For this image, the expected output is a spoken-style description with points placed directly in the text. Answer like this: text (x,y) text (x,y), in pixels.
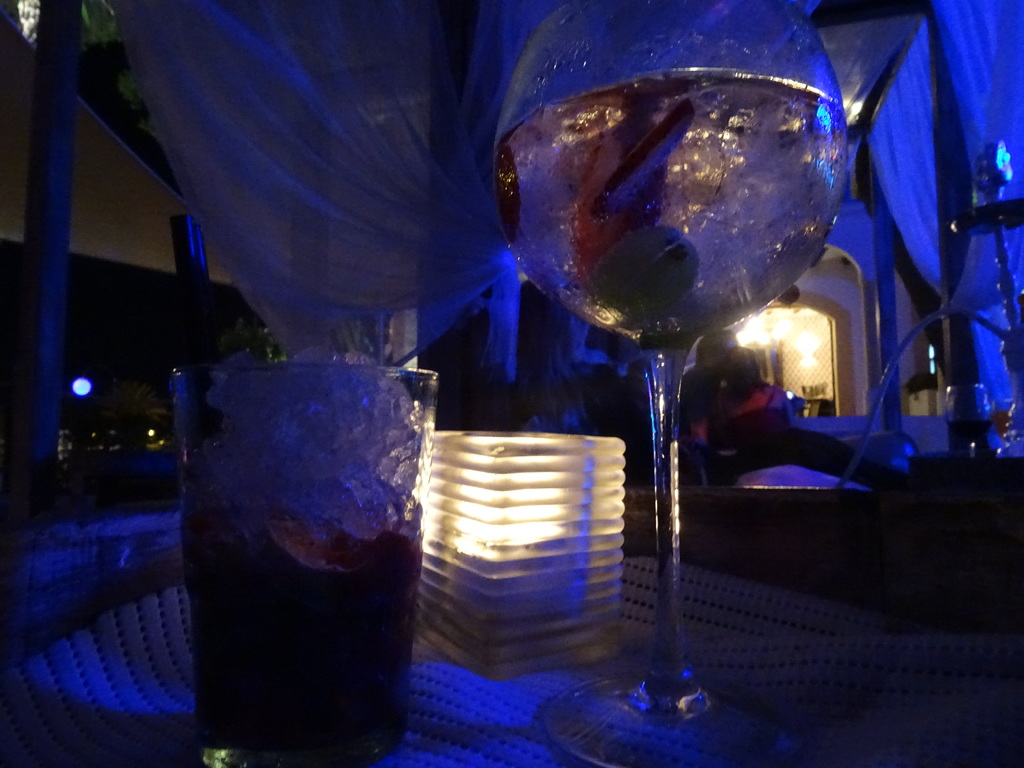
In this picture I can see couple of glasses (672,424) and a light (604,525) on the table (1008,702) and I can see few lights (815,335) and a cloth (970,62) on the back (909,109).
